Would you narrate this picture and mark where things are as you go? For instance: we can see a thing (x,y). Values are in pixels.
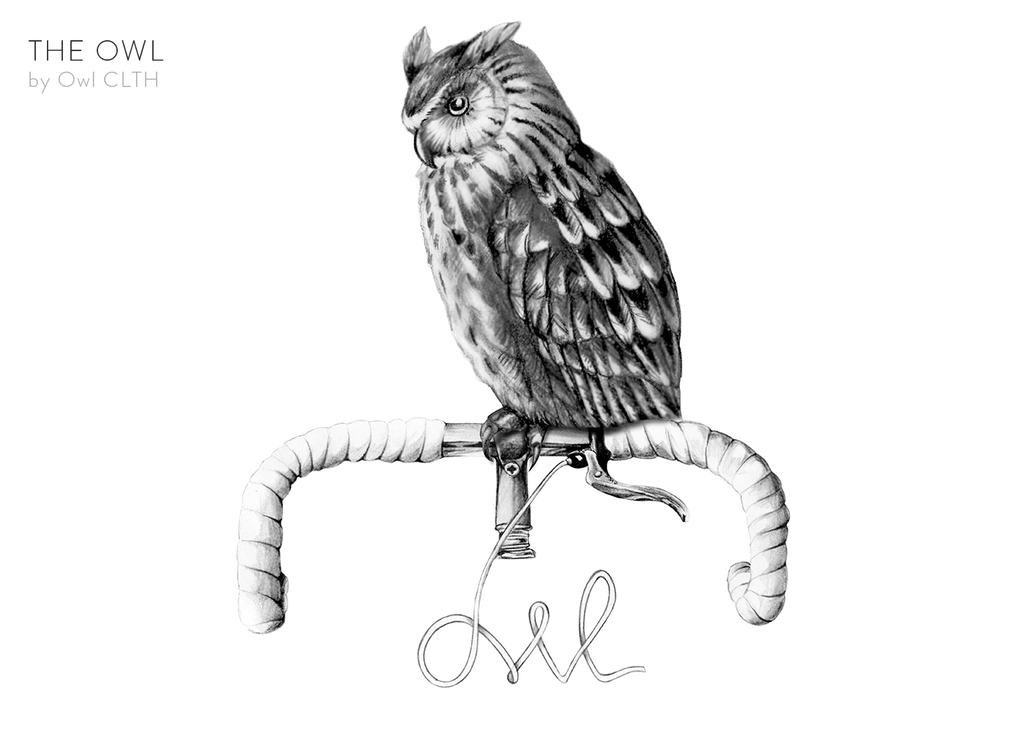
In this picture there is a painting (517,181). In the painting (513,172) we can see owl (575,205) who is standing on the pipe (723,440). In the top left corner (148,71) there is a watermark (128,47).
